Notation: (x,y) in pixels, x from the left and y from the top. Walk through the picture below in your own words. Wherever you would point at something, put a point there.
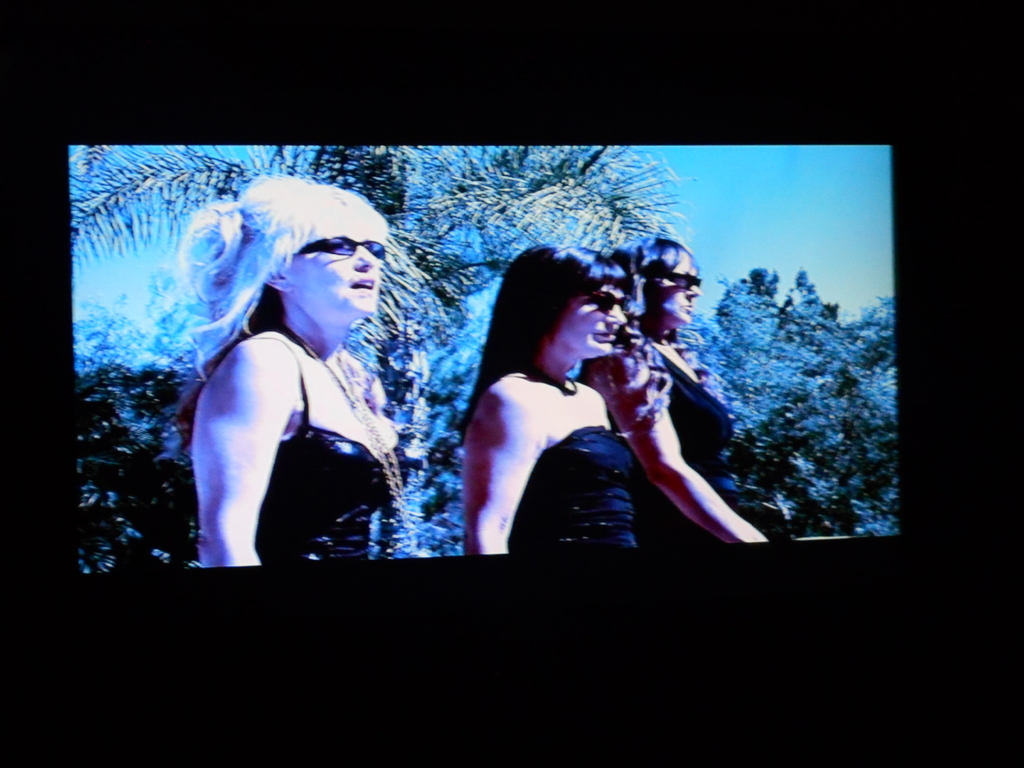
In this picture, we see three women (531,386) are standing. Three of them are wearing the goggles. There are trees (731,373) in the background (787,428). At the top (742,213), we see the sky (682,194). On all the four sides of the picture, it is black in color and this picture is clicked in the dark.
